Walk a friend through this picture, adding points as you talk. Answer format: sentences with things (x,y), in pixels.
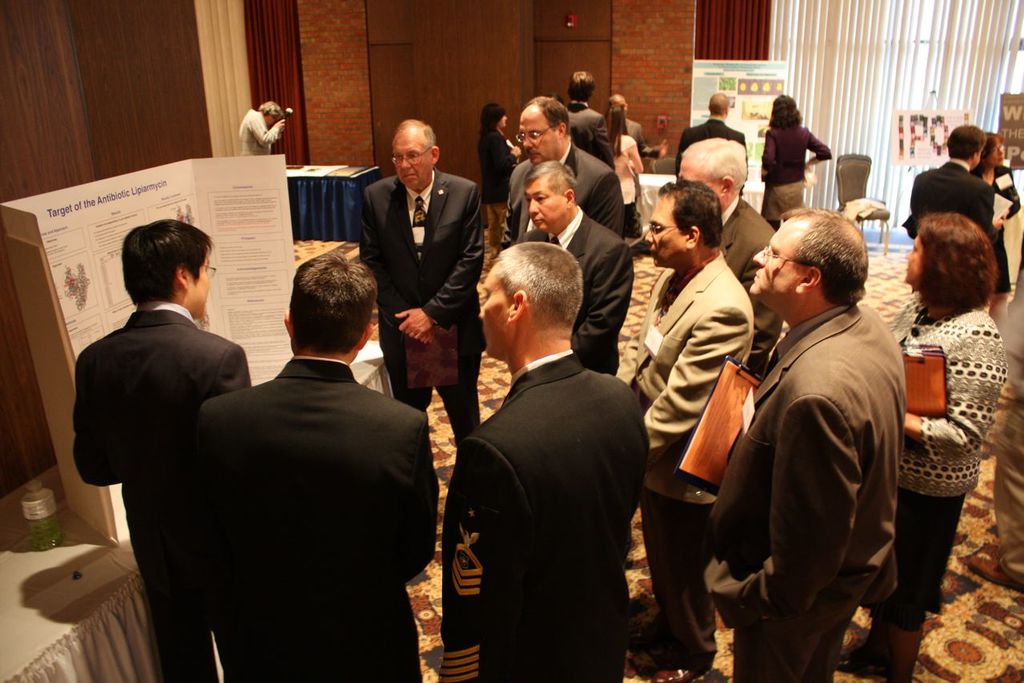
In this image I can see number of persons (258,458) wearing blazers (410,428) are standing on the ground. I can see a white colored table (98,564) and on it I can see a water bottle (52,517) and a board (216,222). In the background (861,72) I can see few persons (718,127) standing, few boards (747,135), the brown colored wall (491,83), few brown colored curtains (267,37) and the window blind (867,57).
